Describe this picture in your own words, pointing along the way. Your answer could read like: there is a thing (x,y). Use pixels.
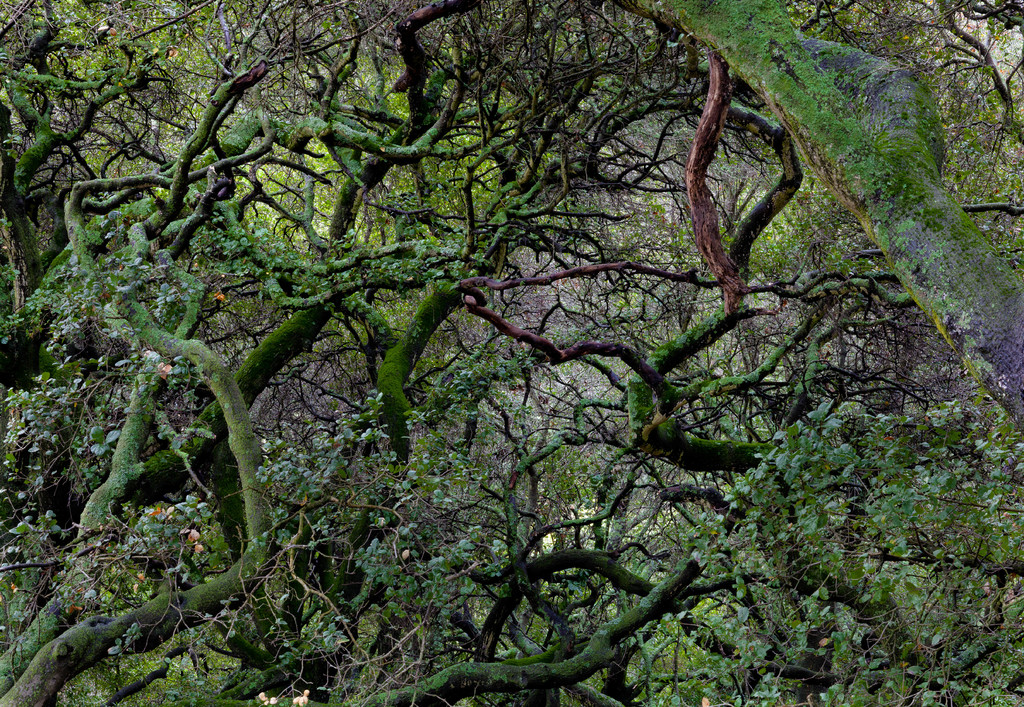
In this image we can see the trees (786,477). Here we can see the branches (375,182) of the trees (707,219).
